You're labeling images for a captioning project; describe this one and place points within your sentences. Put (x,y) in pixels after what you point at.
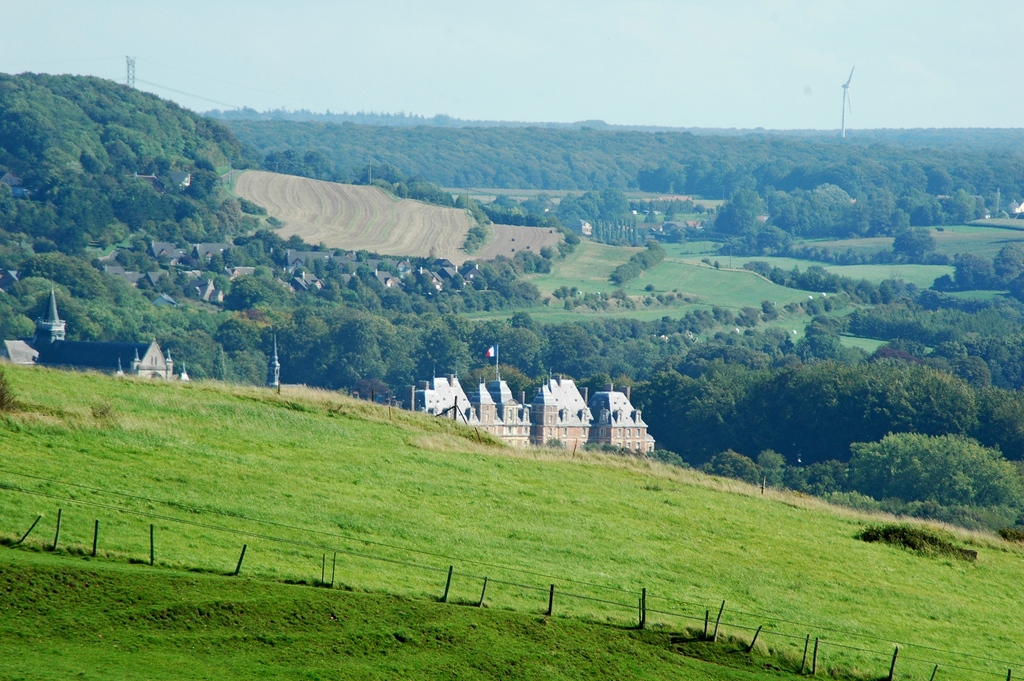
In this image I can observe some grass (428,468) in the foreground (456,555). In the middle (452,392) there are some houses (435,398) and trees (367,305). In the background (530,134) there are trees (649,134).
